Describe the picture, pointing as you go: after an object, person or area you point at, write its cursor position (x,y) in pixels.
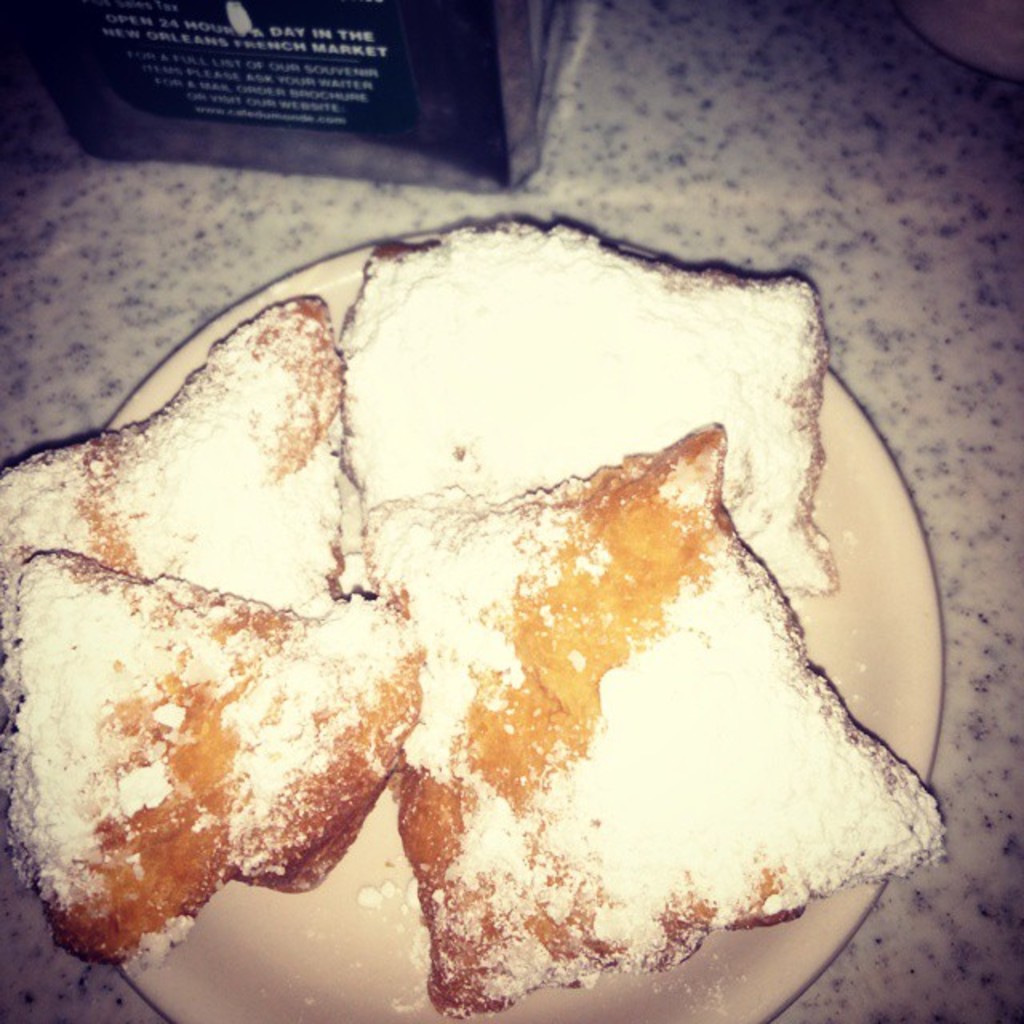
In the middle of the image (418,546) there is a plate (909,573) with food items (244,591) on the table (955,915). At the top of the image (265,115) there are two objects (436,57) on the table (816,58).
